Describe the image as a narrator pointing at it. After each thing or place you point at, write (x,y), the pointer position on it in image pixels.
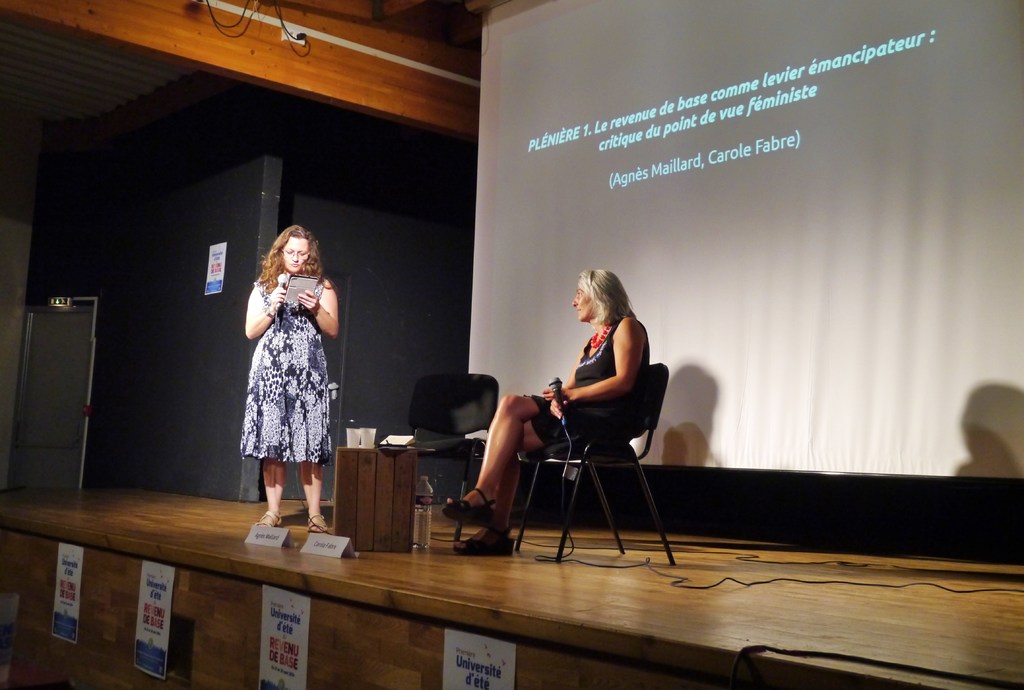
In this image I can see the stage (482,574) and on the stage (482,574) I can see a person (289,329) standing and holding few objects (293,284), a person (553,427) sitting on a chair (583,454), few boards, a huge screen (760,160), few lights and few other objects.
